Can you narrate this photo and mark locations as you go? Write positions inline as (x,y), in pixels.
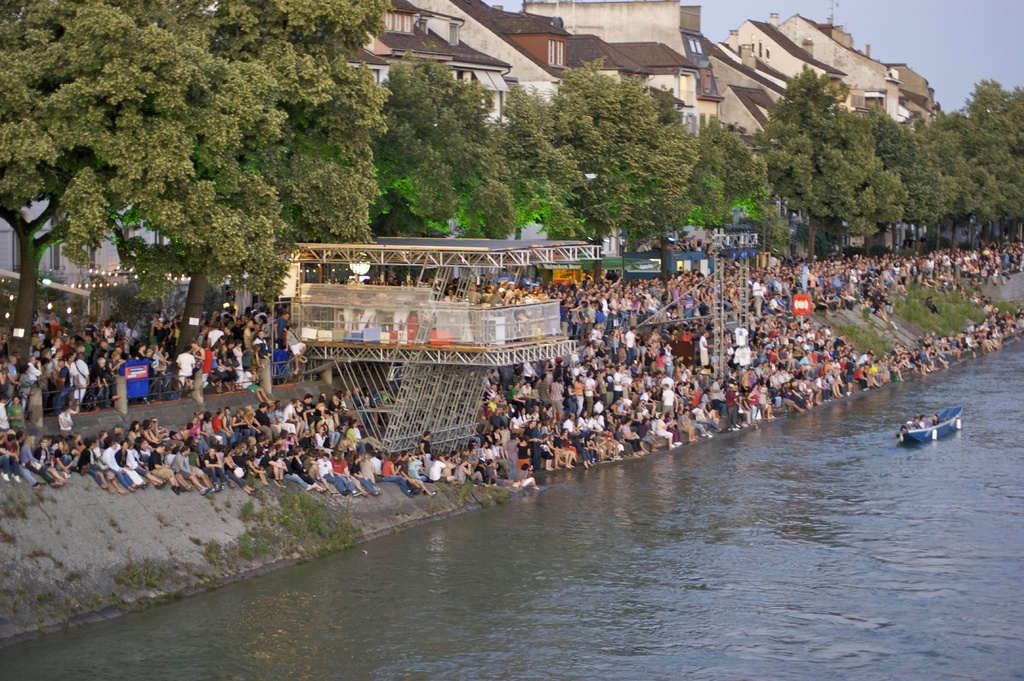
In this picture we can see groups of people (551,410) and an architecture (449,357). Behind the people (503,386), there are trees (510,151) and buildings (494,53). In the top right corner of the image (910,33), there is the sky (909,45). On the right side of the image (921,419), there are people (906,428) in the boat (914,431) and the boat (918,432) is on the water (944,440).
